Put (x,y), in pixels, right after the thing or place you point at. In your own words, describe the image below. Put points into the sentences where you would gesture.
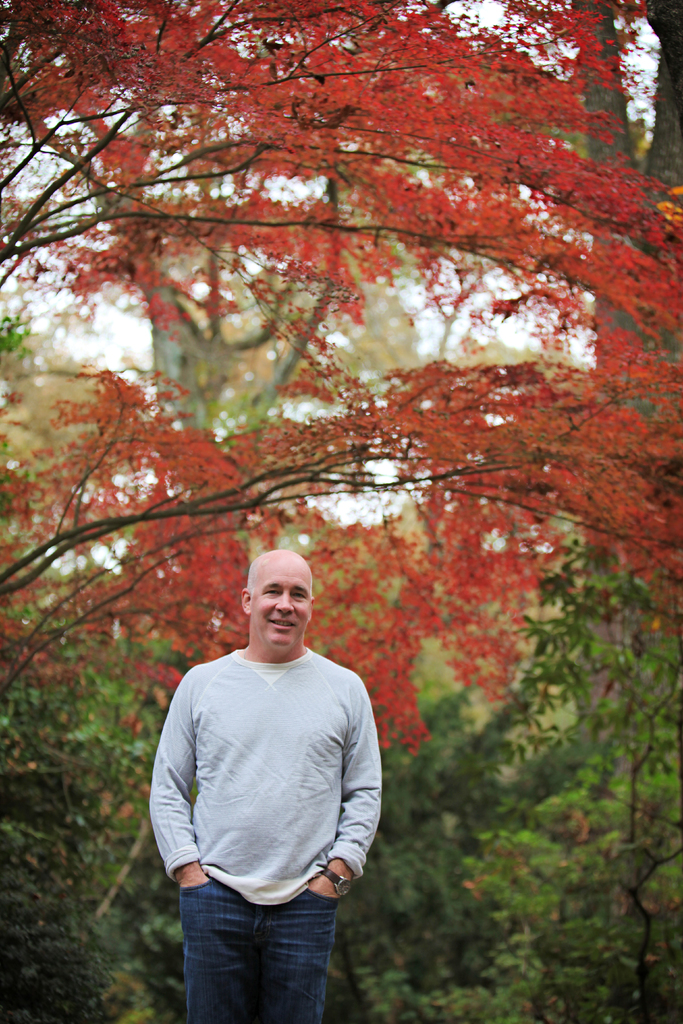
This picture shows a man (190,977) standing and we see trees (533,397) on the back (487,508) and the leaves (450,212) are red and green in color.
